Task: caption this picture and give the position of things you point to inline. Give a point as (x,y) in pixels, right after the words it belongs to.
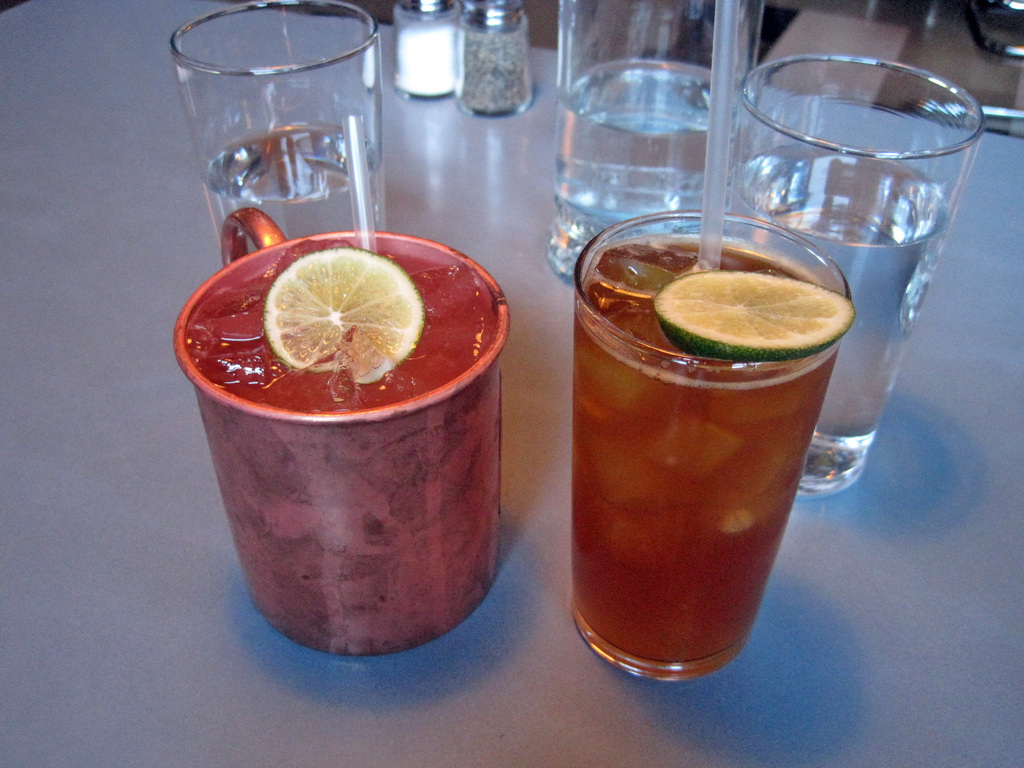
In this image I can see few glasses (684,390) and the glasses (661,390) are on the white color surface (829,640). I can also see the liquid (388,394) in the glasses (816,281).
